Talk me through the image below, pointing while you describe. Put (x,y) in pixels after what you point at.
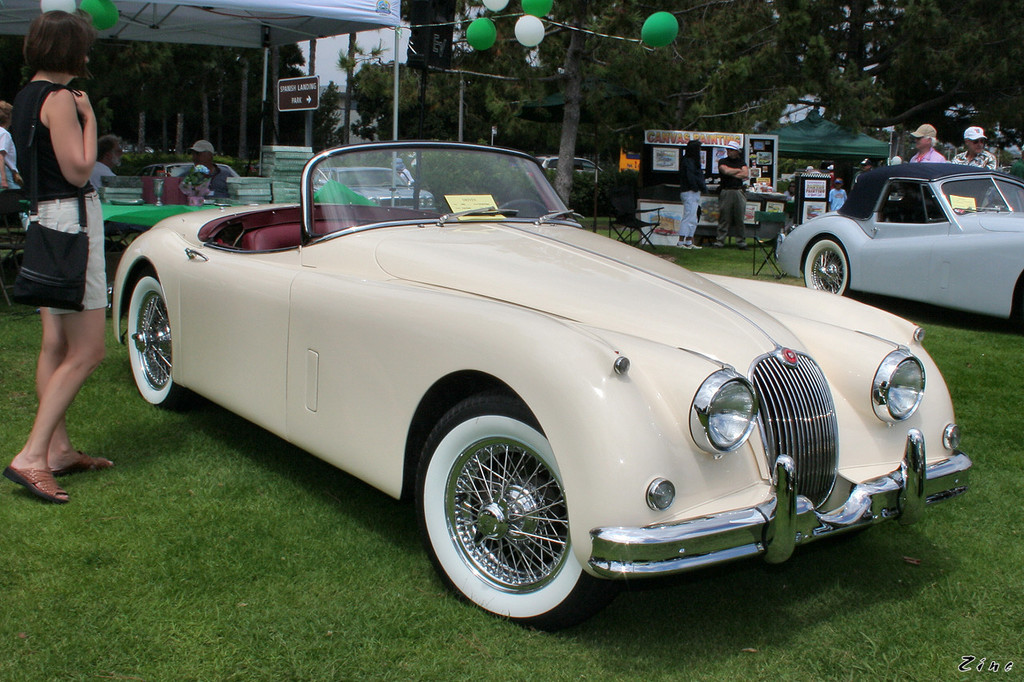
There are cars (516,351) on the grass (942,364). Here we can see few persons (405,182), balloons (659,42), poles (424,77), boards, tables (124,215), chairs (765,221), and stools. In the background (334,72) there is sky (391,50).
